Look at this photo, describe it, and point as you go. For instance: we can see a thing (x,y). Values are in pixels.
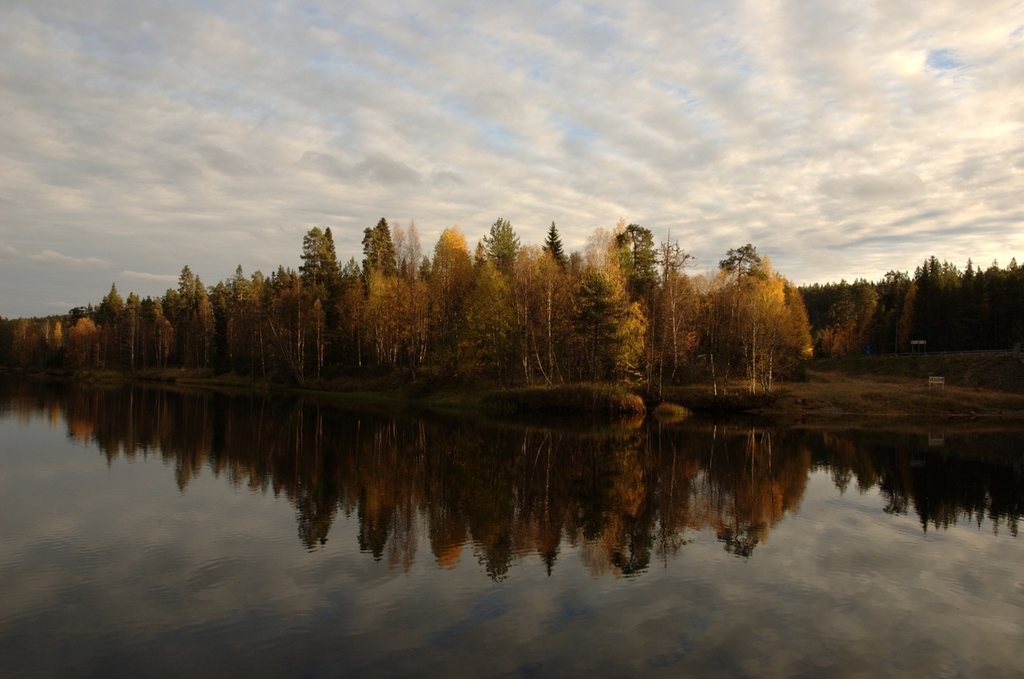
In the picture there is water (579,479), in the water (562,456) we can see the reflection (473,438) of trees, beside the water (455,445) there are trees (779,299), there is a cloudy sky (694,265).
